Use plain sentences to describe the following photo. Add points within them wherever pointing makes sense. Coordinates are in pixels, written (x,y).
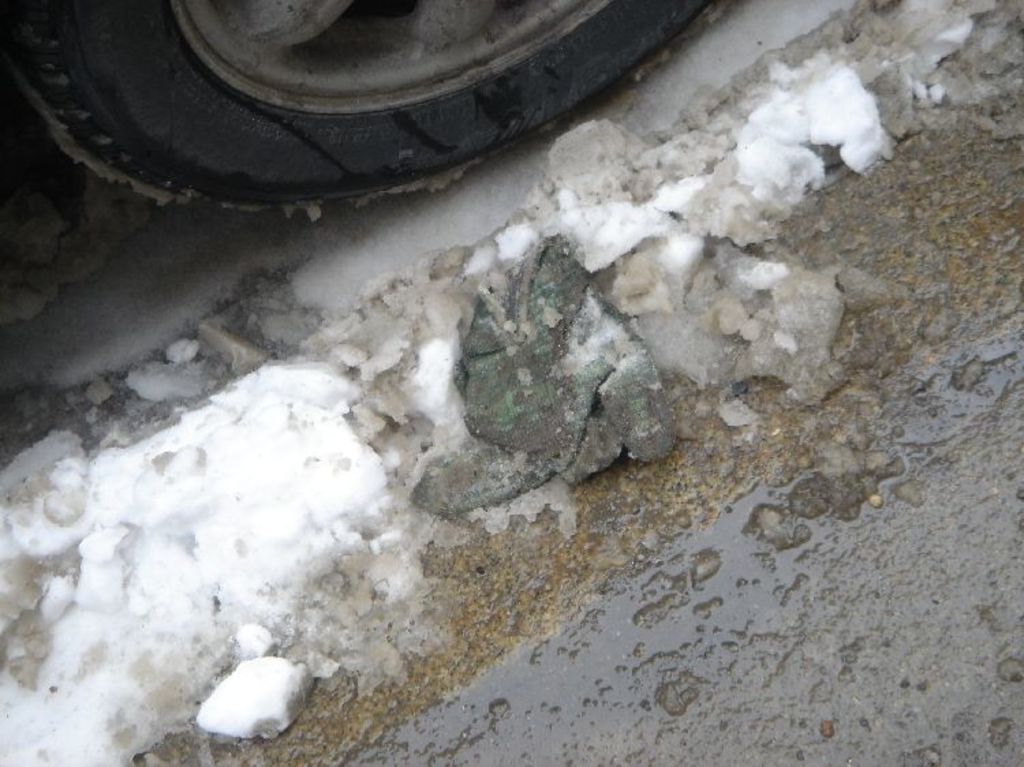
In this image we can see a vehicle tire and some snow (232,503) on the road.
